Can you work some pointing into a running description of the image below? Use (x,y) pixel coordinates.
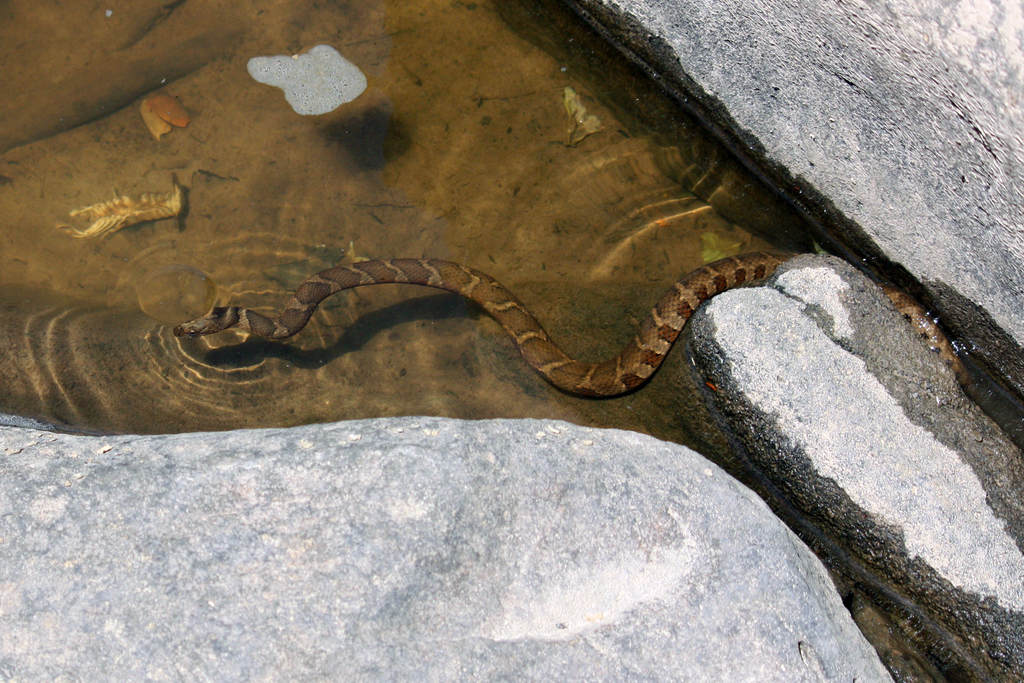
This picture describe about the small water pond (75,61) in which brown color snake (241,318) is moving. In front (212,605) bottom side we can see some stones (646,578).
